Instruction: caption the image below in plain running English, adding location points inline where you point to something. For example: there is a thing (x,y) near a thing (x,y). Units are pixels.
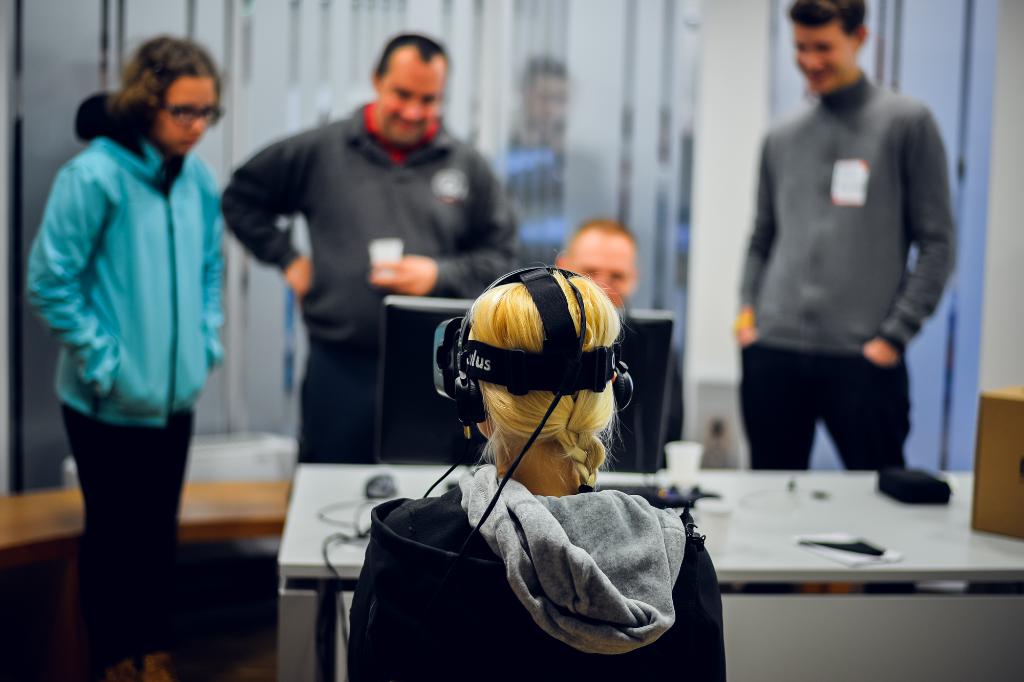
In the image we can see a woman (537,578) sitting, wearing clothes (554,568), headsets (526,356) and she is facing back. There are even other people (310,177) standing, wearing clothes (488,221) and it looks like they are smiling. Here we can see an electronic device (437,394), table (792,556), cable wires (357,526) and the background (460,36) is blurred.
